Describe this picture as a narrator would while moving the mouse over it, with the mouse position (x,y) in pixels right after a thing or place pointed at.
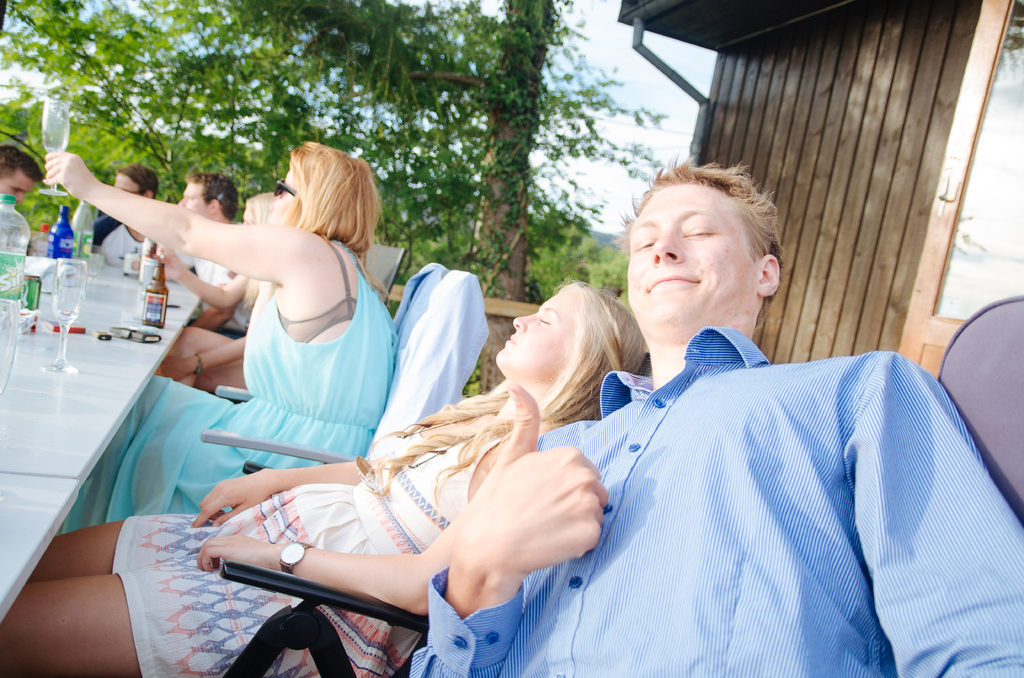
In this image we can see few people (190,404) sitting on the chairs (392,412), a person (390,332) is holding a glass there is a table (116,411) in front of them, on the table (24,508) there are bottles (18,239), glasses (74,303), a tin (33,283) and few objects (42,265) on the table (161,334), there is a wooden wall (876,221), door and trees (569,94) in the background (852,170).
